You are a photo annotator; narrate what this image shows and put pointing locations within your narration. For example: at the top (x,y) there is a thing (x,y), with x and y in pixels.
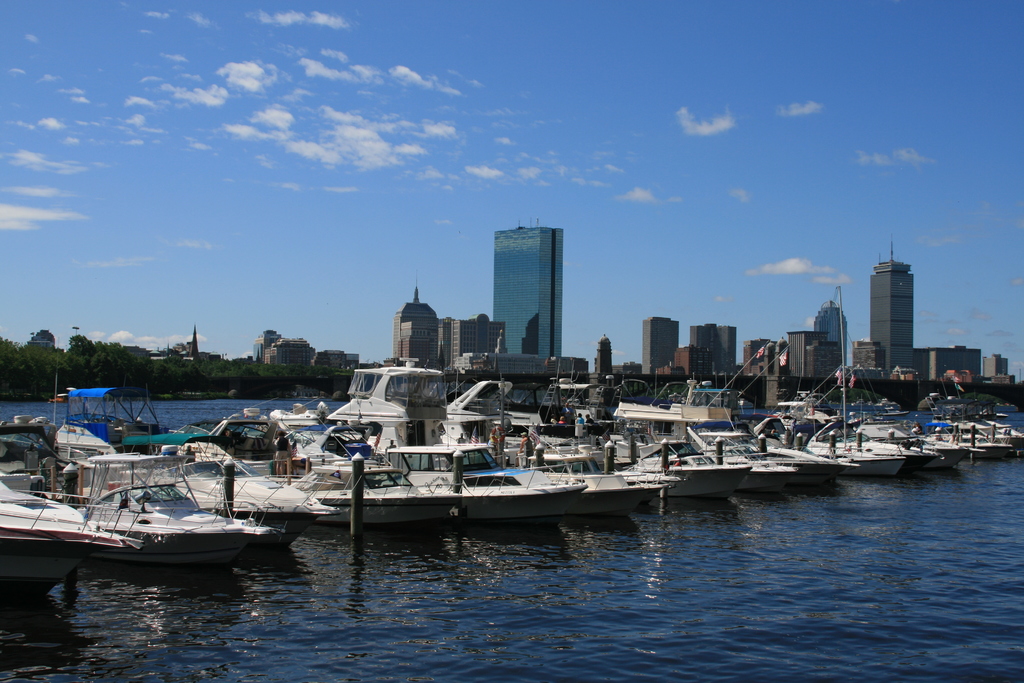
As we can see in the image there is water (51,404), boats (192,433), buildings (750,366), trees (127,379), sky (285,220) and clouds (346,141).
